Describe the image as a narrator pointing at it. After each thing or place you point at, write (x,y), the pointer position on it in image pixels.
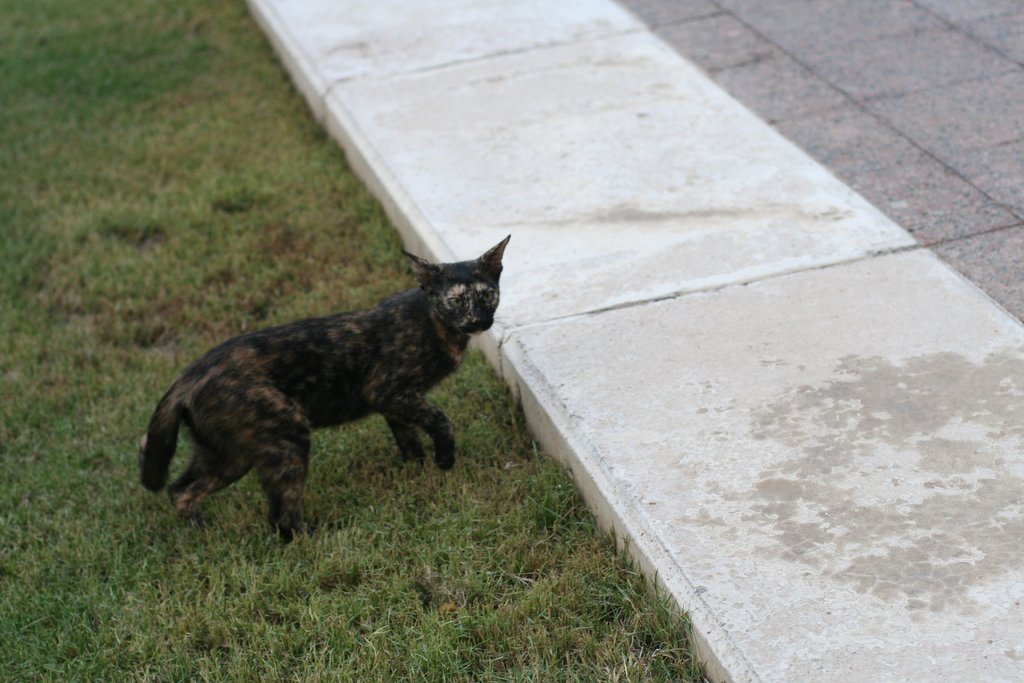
In this image I can see grass (233,198) on the left side (104,245) and on it I can see a black colour cat (355,351) is standing. On the right side of this image (942,345) I can see the footpath (761,179).
